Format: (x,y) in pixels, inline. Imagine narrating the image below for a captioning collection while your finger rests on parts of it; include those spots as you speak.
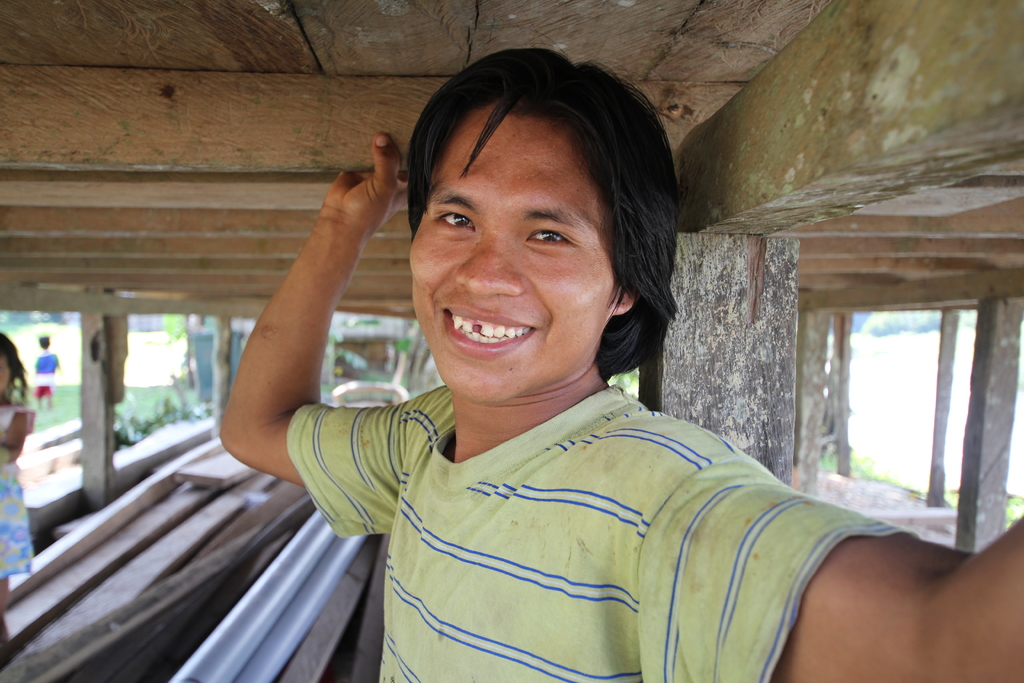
In this image we can see a person (426,245) and the person (621,389) is holding a wooden object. Behind the person (391,442) we can see a wooden object (383,575). On the left side (147,407), we can see two persons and plants (132,409). On the right side (750,136), we can see wooden objects (818,141) and plants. At the top (738,192) we can see the wooden roof (868,306).
